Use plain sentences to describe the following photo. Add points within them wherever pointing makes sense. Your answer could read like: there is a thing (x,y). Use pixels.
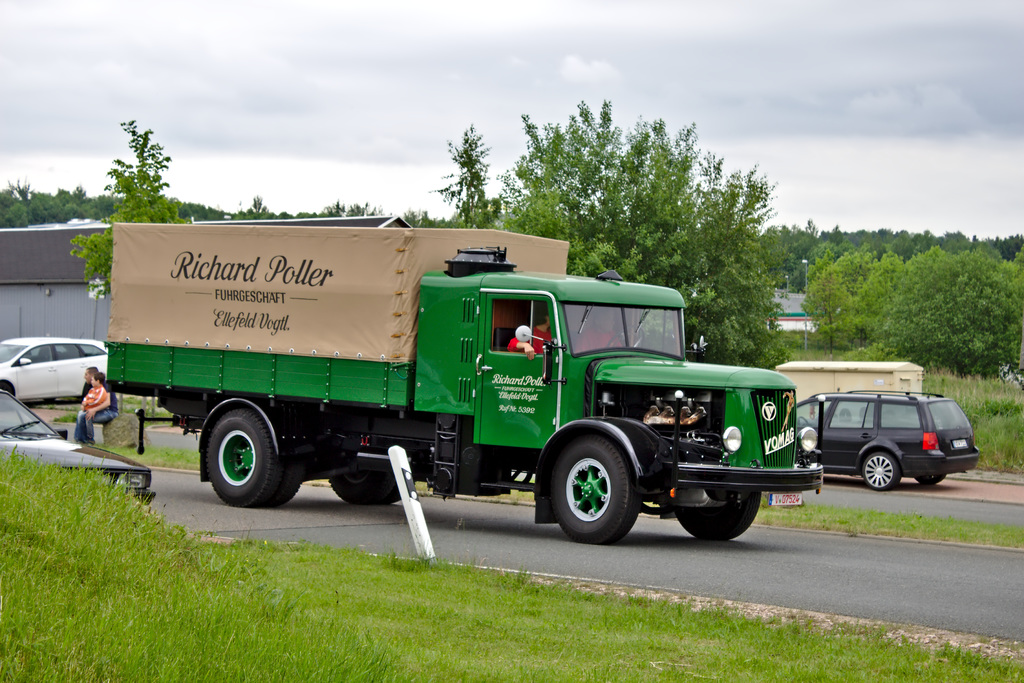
In this picture I can observe green color truck (423,396) on the road (618,548). There are some cars (855,424) moving on the road (157,441). In the background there are trees (680,256) and clouds (479,62) in the sky (421,97).
